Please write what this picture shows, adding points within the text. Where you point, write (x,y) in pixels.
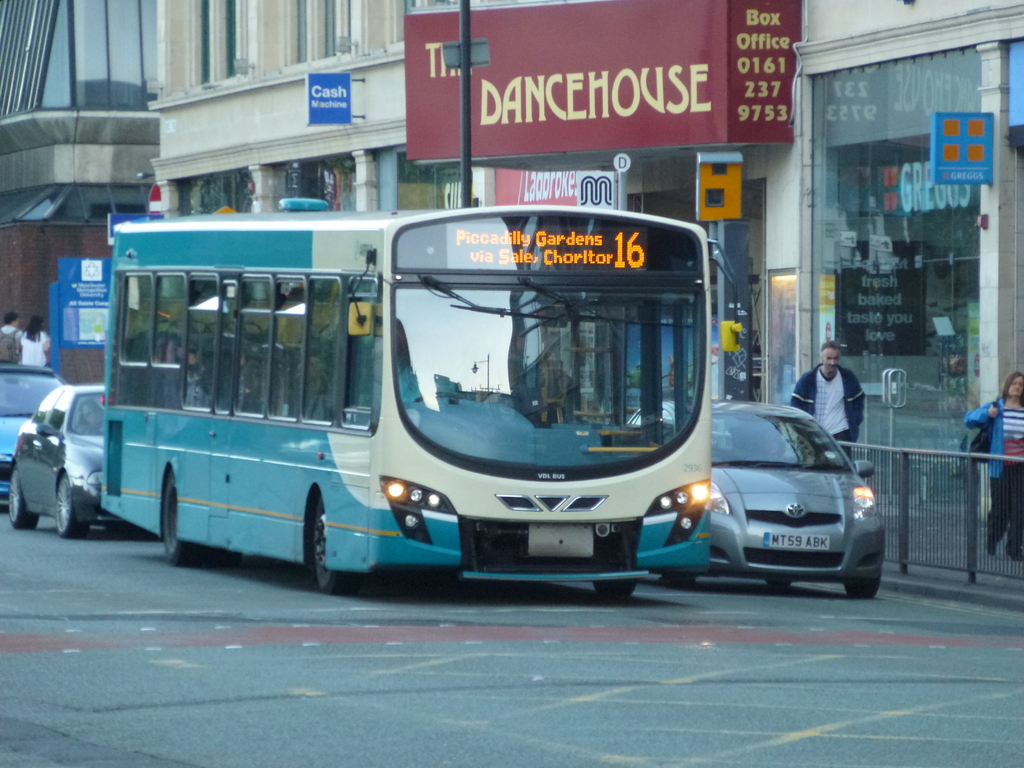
In this image I can see few vehicles (707,348), few people (810,377) walking, stalls (963,377), few boards (622,10) and I can also see few buildings (333,178).
